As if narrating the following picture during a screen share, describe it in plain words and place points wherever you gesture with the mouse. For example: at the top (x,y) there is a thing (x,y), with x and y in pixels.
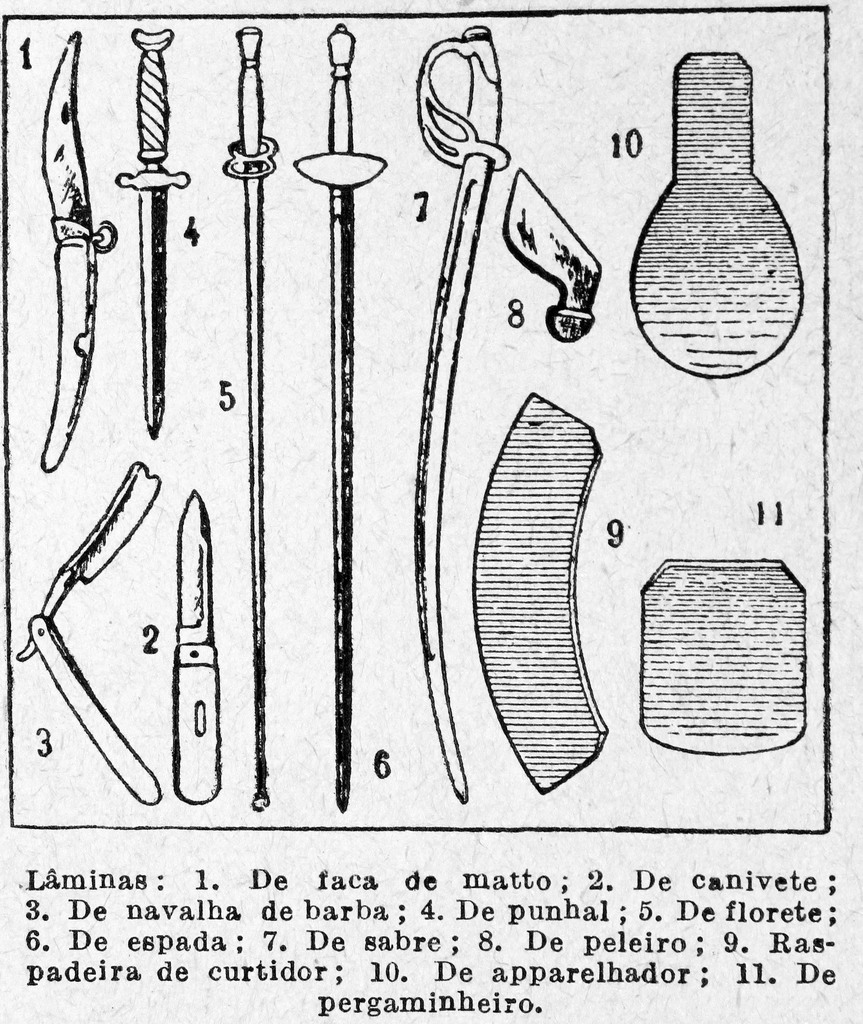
In the picture we can see some things (343,339) like knives (177,778), swords (346,376) and there are some other things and we can see some words (472,957) written on it.
